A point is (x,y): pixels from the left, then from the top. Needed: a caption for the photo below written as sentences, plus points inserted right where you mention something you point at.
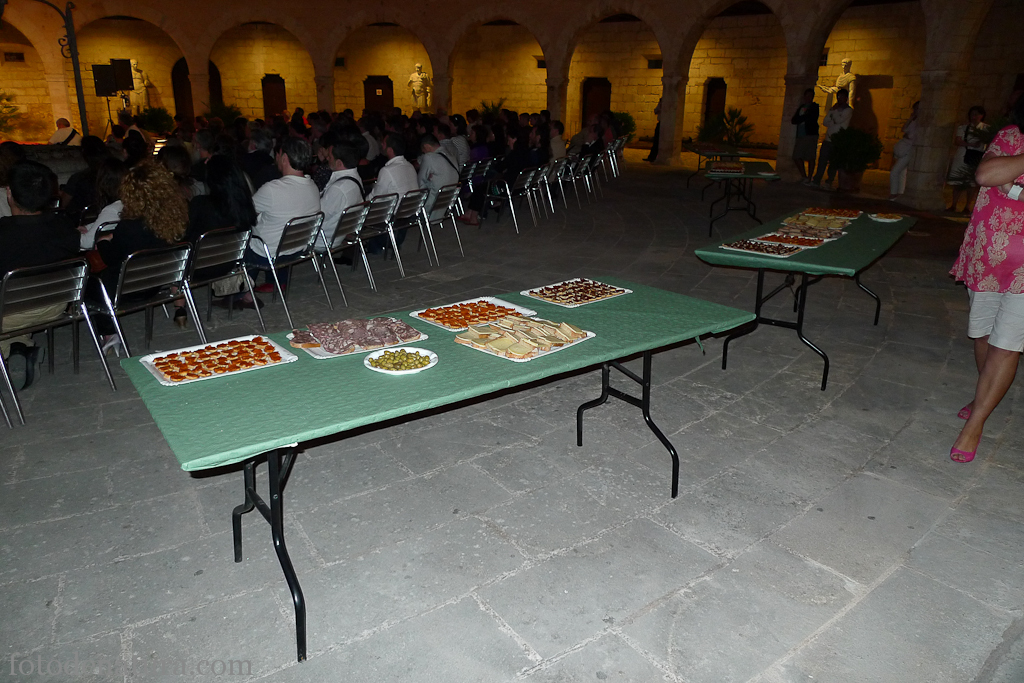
In this image, we can see tables (305,372) on the path (727,572). On the tables (855,241), there are so many food items (504,353) and eatable things (734,249) are placed. On the right side of the image (975,247), there is a woman (978,421) walking. In the background (118,74), we can see people (185,213), plants (857,131), wall (694,97), pillars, statues (144,100), plants (225,113), speakers (100,69) and some objects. We can see a group of people (315,193) sitting on the chairs (18,293).
